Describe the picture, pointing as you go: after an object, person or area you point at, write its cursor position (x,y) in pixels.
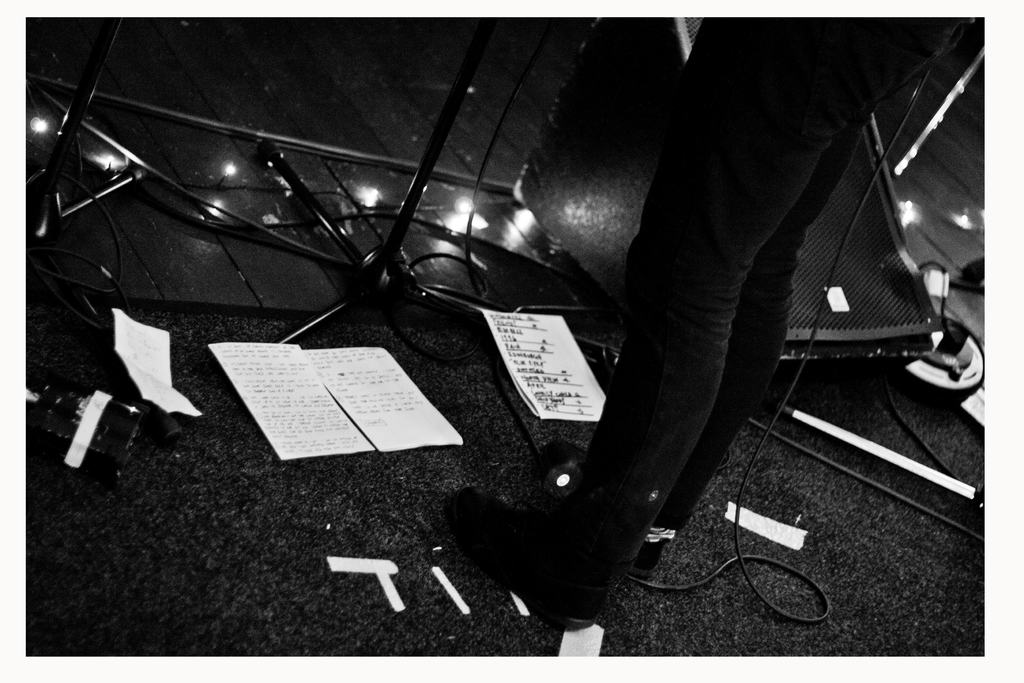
This is a black and white picture. In the foreground of the picture (374,409) there are papers (349,398), cables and a person (699,237). On the right (840,304) there are speaker (835,277) and cables (942,303). On the left (188,187) there are cables (364,207) and stands (110,24).
